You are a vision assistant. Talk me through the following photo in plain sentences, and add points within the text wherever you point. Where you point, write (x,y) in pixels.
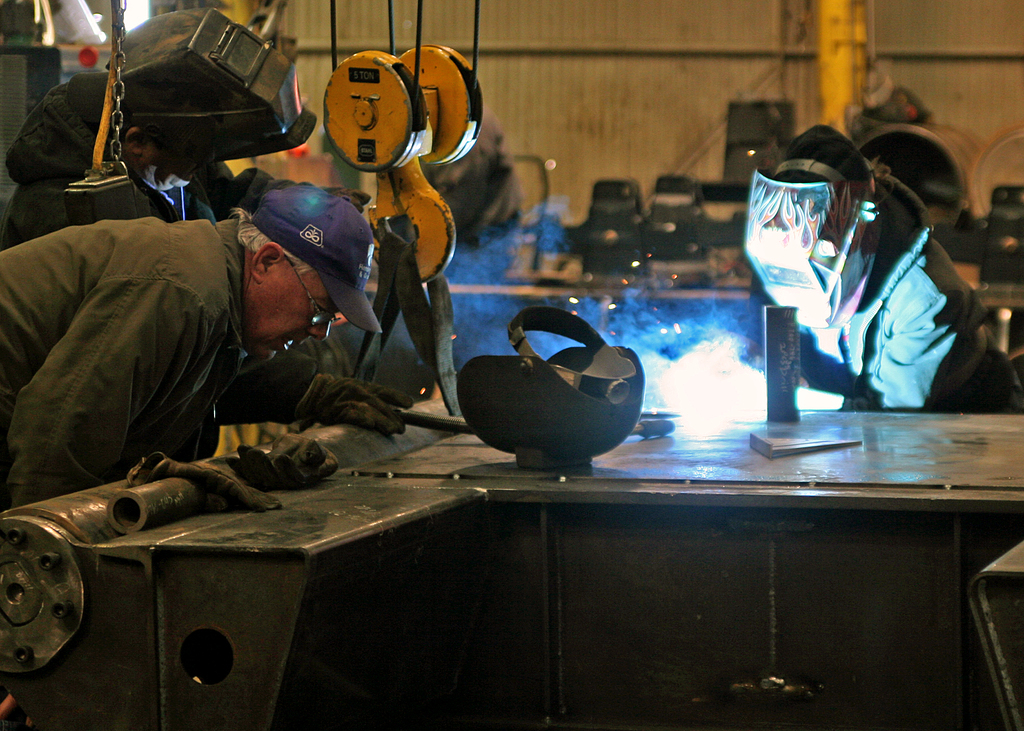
In this picture I can see some objects (557,430) on the table (938,571), there are three persons (880,179) standing, there are two persons (883,191) with steel welding helmets (248,73), and in the background (998,216) there are some objects (415,197).
